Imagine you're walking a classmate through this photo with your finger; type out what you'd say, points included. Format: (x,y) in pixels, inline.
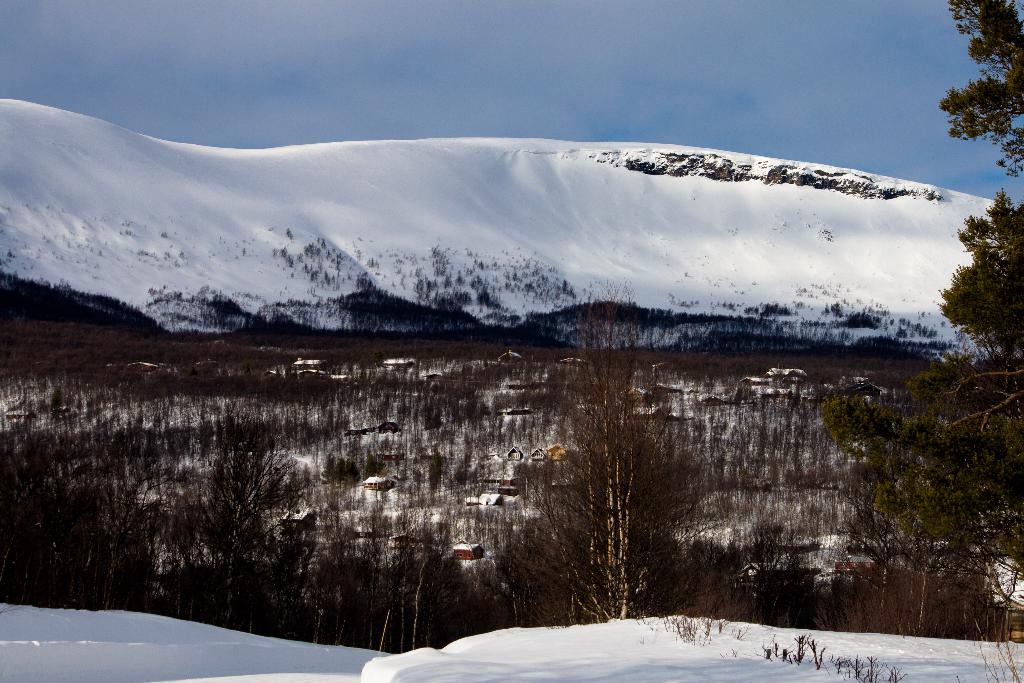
In the picture we can see the snow (309,668), mountains (721,291), trees (787,332), houses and the blue color sky (228,36) in the background (876,104).
